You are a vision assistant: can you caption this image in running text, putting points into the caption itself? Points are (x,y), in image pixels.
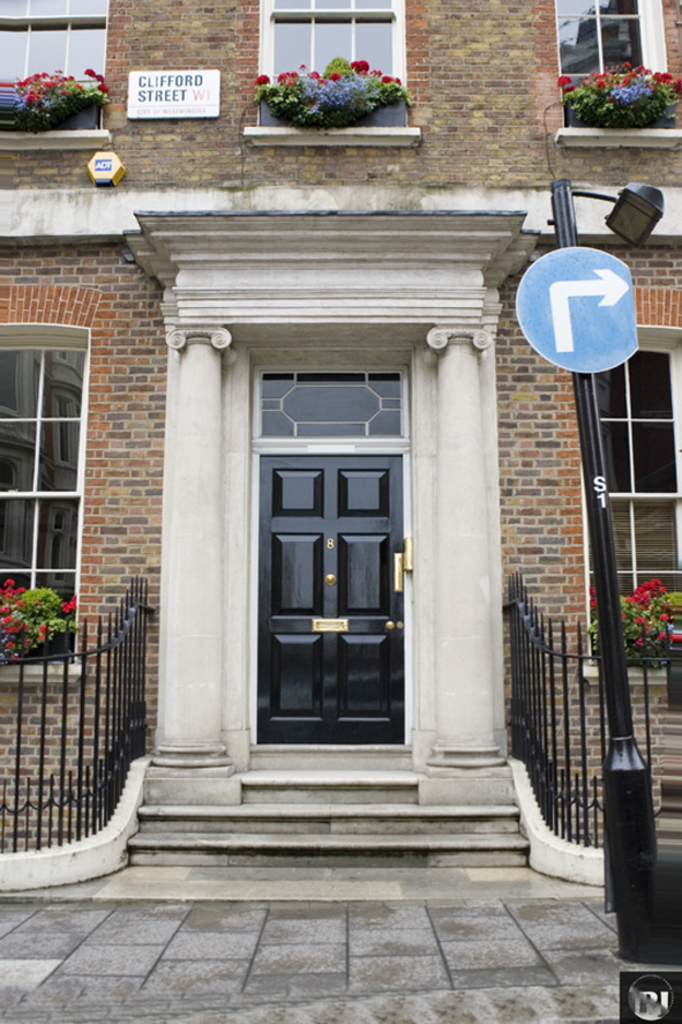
This image is taken outdoors. At the bottom of the image (341,940) there is a floor (359,936). In the middle of the image (385,471) there is a building (421,331) with walls (110,483), windows (75,462) and a door (318,539). There are a few railings (85,662) and plants (594,604) in the pots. On the right side of the image (642,860) there is a pole (631,763) with a signboard (570,298).
